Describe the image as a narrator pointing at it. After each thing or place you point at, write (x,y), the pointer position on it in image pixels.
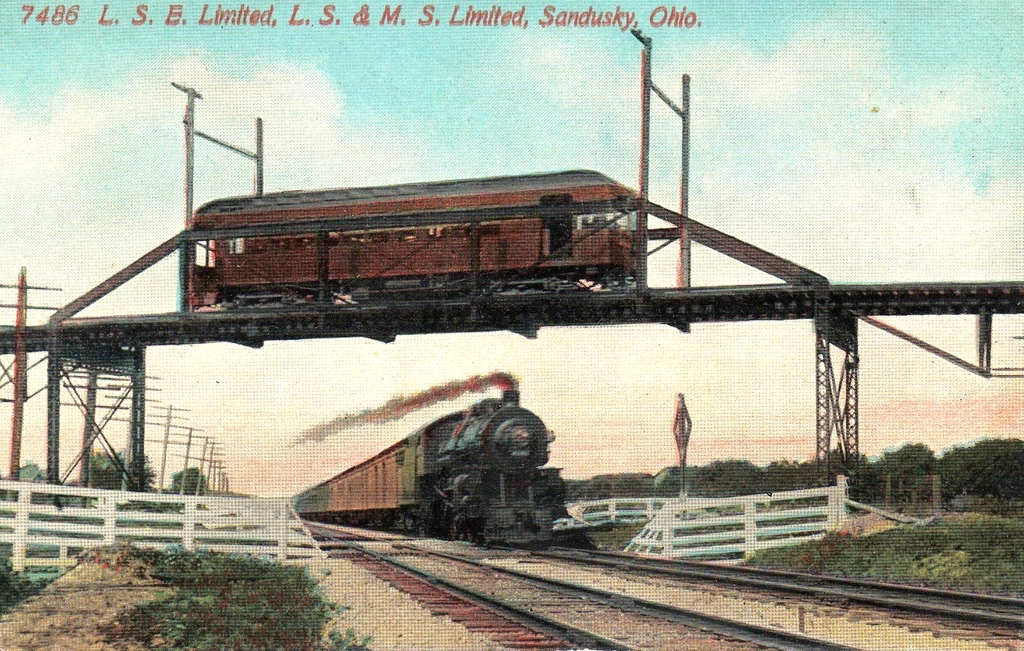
In this image there is a train (494,506) on the railway track (614,616). There is a wooden fence (301,529). On both right and left side of the image (189,612) there is grass (272,617) on the surface (383,587). In the center of the image (542,249) there is a train (382,258) on the bridge (520,320). In the background of the image (740,444) there are trees (188,483), poles (189,453) and sky (429,147). There is some text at the top of the image (636,10).
